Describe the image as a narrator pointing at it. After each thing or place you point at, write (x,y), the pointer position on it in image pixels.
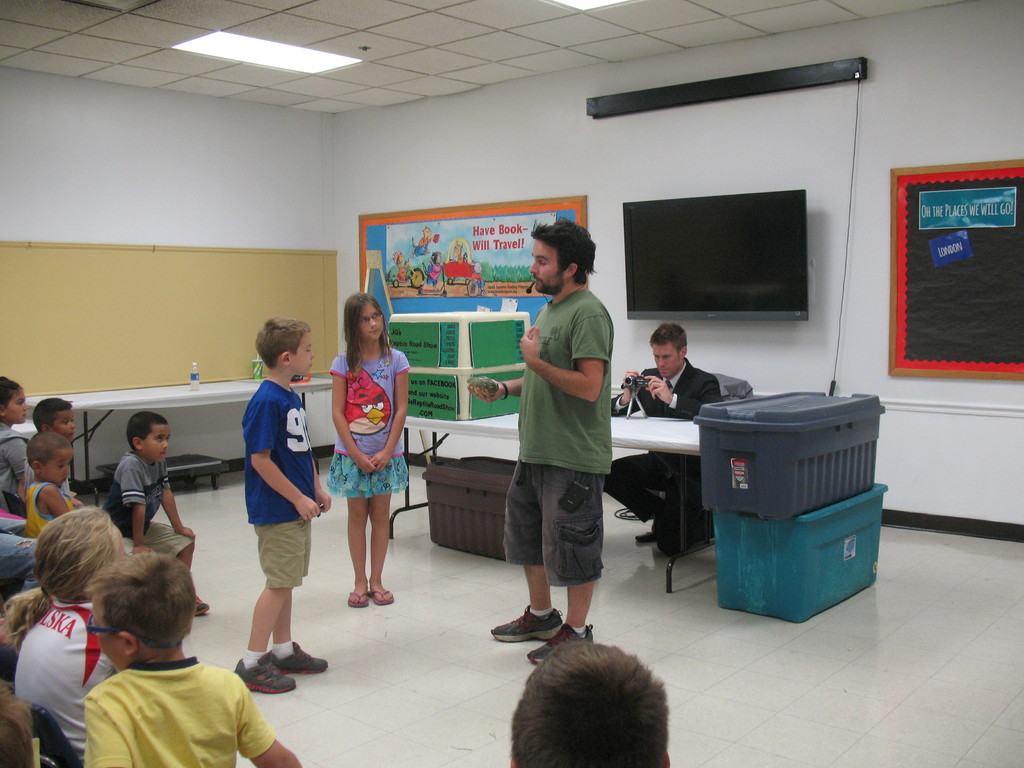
In this picture we can see a group of people (280,612), here we can see a table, baskets (433,503) and in the background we can see a television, posters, roof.
